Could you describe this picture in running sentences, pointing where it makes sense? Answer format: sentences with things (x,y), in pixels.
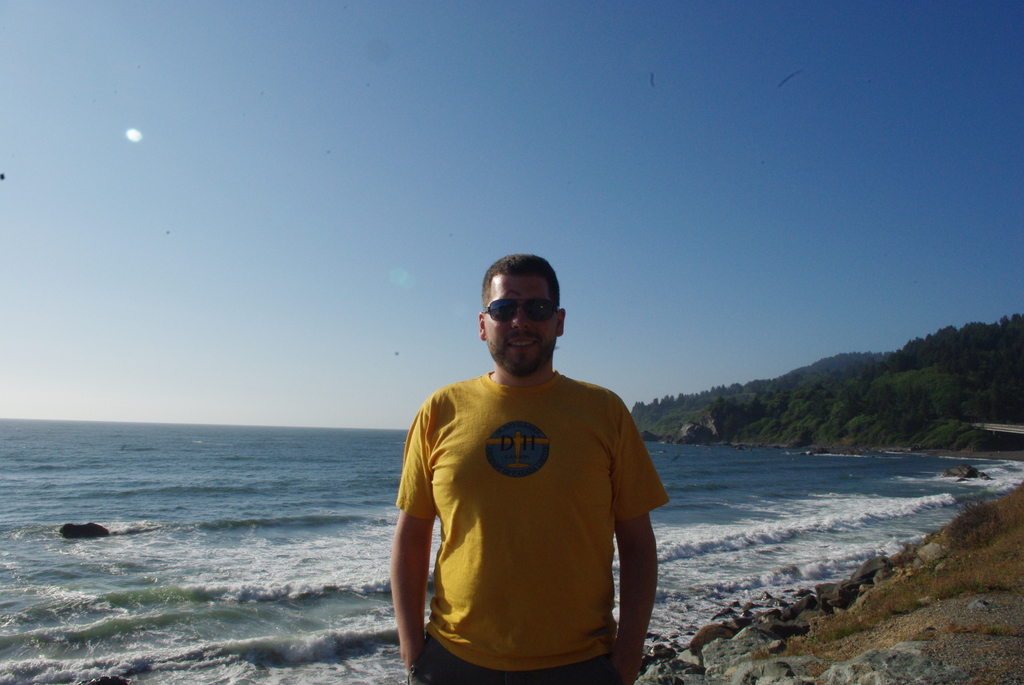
There is a man (502,485) standing and wearing a goggles (511,317) and smiling. On the right side (808,622) there are rocks (755,650) and a hill (836,394) with trees (913,384). In the back (291,495) there is water (260,428) and sky (356,181).
